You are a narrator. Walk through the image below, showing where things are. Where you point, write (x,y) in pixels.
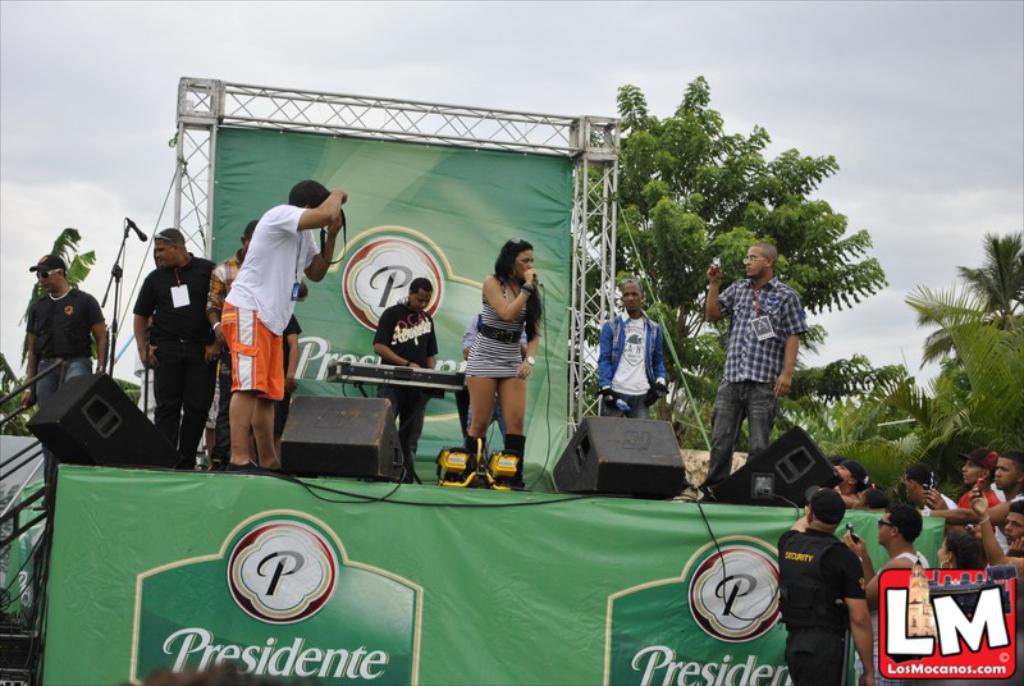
In the center of the image (477,430) we can see a lady (513,285) standing and holding a mic (531,285) in her hand (531,285). On the left (286,282) there is a man (288,278) holding a camera (320,235) in his hand (339,217). On the right (766,407) there is a man (782,384) standing. In the background (446,384) we can see a person (415,400) playing piano (438,385). On the left (100,352) there are people (168,393). On the right (846,583) there is crowd (904,532). We can see speakers (654,467). In the background (711,206) there are trees (778,227) and sky (387,89).
